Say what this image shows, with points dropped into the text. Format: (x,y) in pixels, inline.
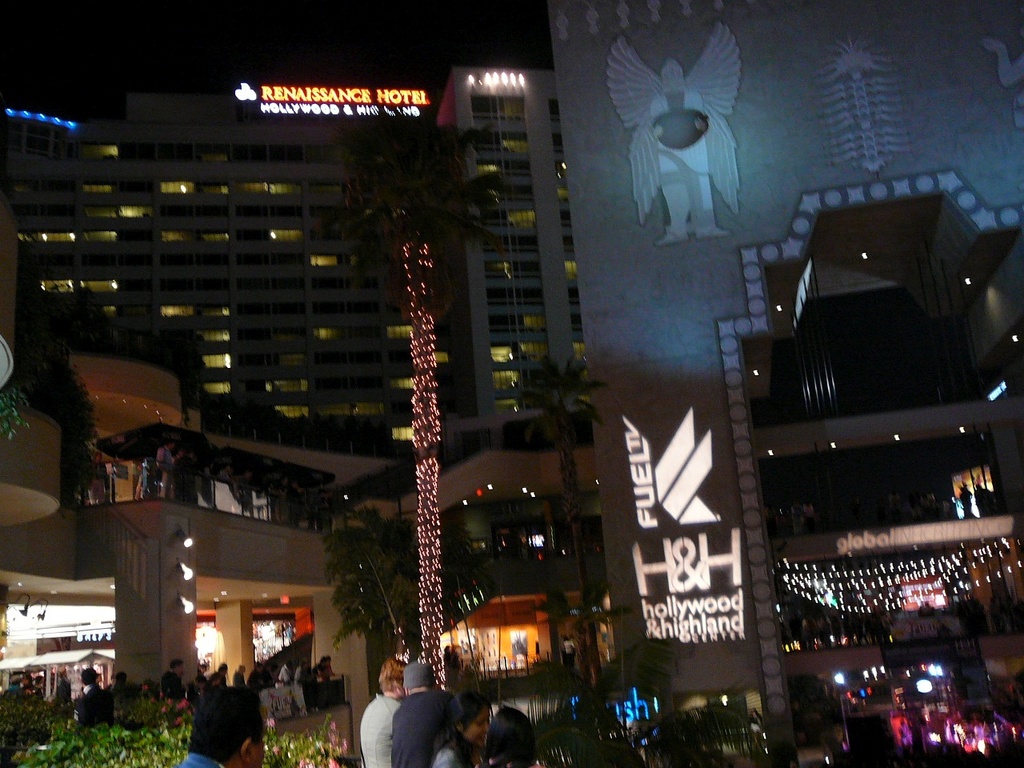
In this image there are buildings (557,261) and we can see decor lights (940,568). At the bottom (415,584) there are trees (368,587) and we can see people (434,742). On the right (699,224) there is an arch (710,276). In the background (424,79) there is sky (259,57).
